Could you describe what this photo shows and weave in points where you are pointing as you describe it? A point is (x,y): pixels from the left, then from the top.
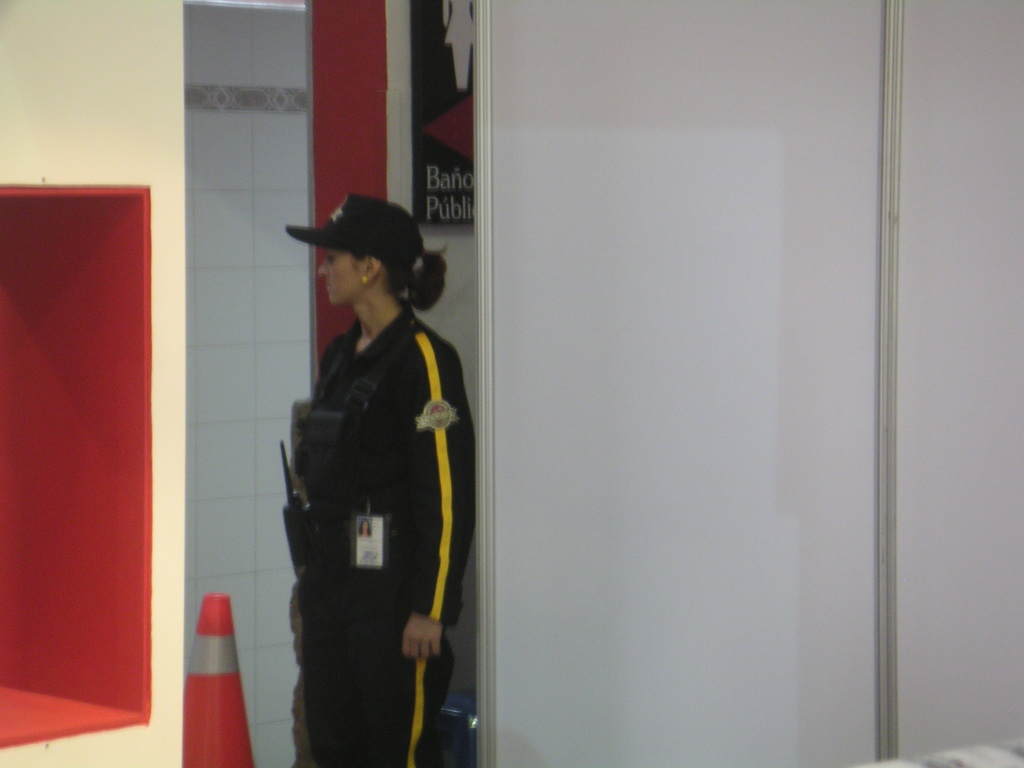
This is the woman (399,608) standing. She wore a cap (400,264), jerkin (405,490) and trouser (349,595). This looks like a badge (363,520). This is the board (463,117) attached to the wall (381,158). I think this is the door (738,671), which is white in color. I can see an object's (207,684), which is orange in color.
